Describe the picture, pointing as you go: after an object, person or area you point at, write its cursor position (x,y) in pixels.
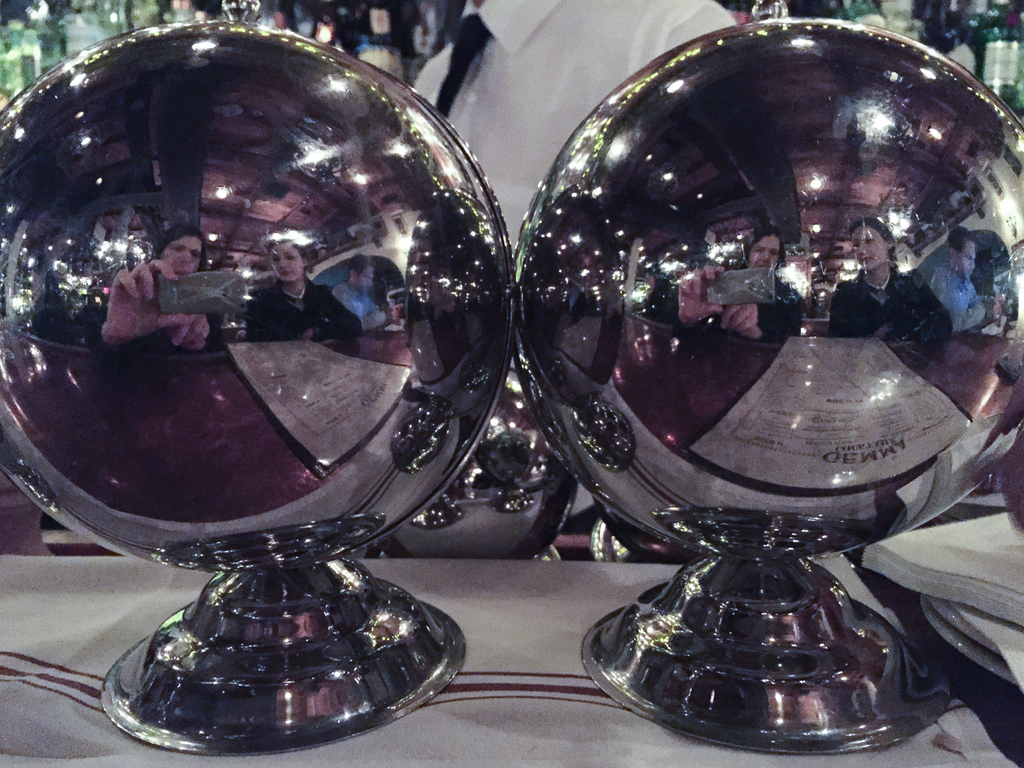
In this image there is a cloth (571,714) towards the bottom of the image (79,618), there are two objects (342,453) on the cloth (591,563), there is a man (554,139) towards the top of the image (530,45), there is an object (988,10) towards the top of the image (62,16), there is an object (979,560) towards the right of the image (883,322), we can see the reflection (884,313) of two women (899,301) on the object (804,298), there is a reflection (954,263) of a man (961,271), there is a reflection (737,364) of a table (697,376), there is a paper (848,366) on the table (844,383), there is reflection (799,282) of lights (565,230) on the object (768,238), there is a reflection (220,165) of the roof (255,151).
